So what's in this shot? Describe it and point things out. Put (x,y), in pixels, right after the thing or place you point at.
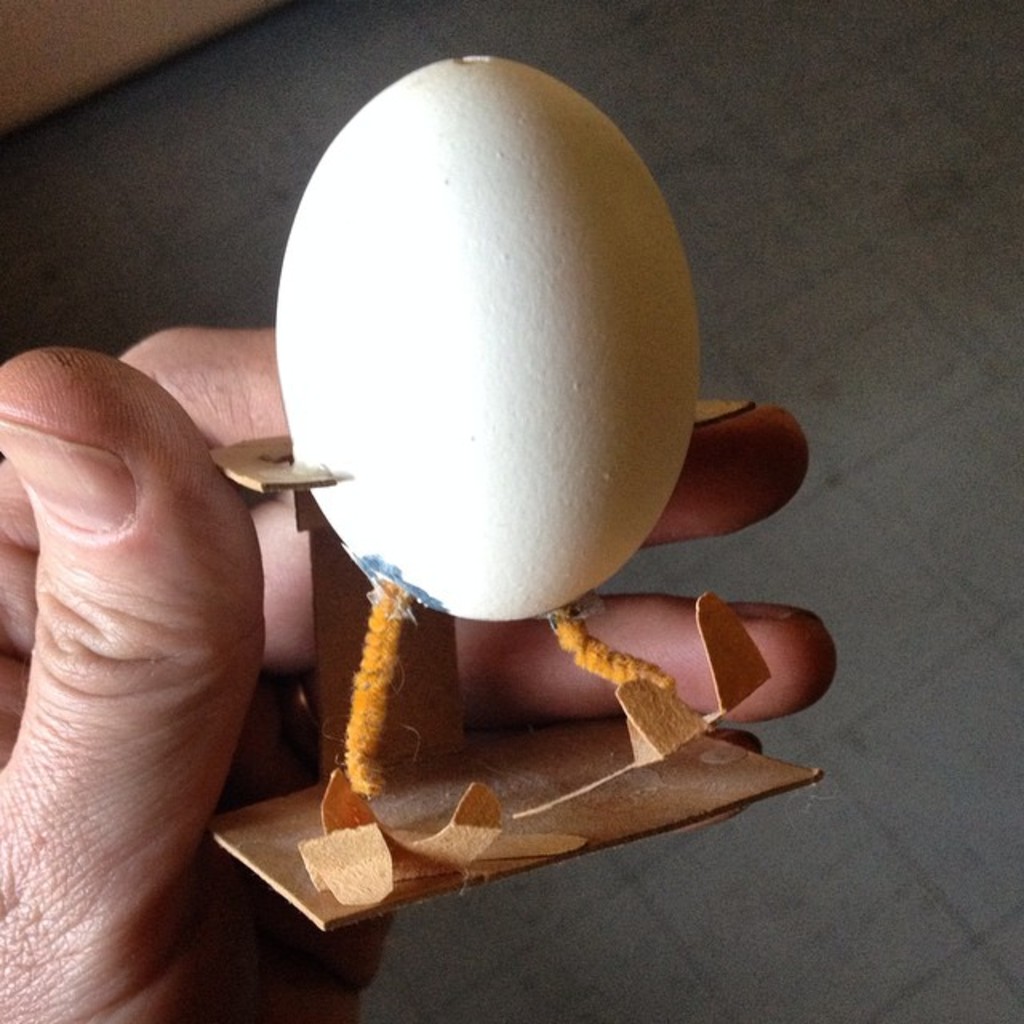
Here we can see a person hand (245,617) holding an object (426,641) and there is an egg (467,468) in it. In the background (460,1023) we can see floor (196,69).
